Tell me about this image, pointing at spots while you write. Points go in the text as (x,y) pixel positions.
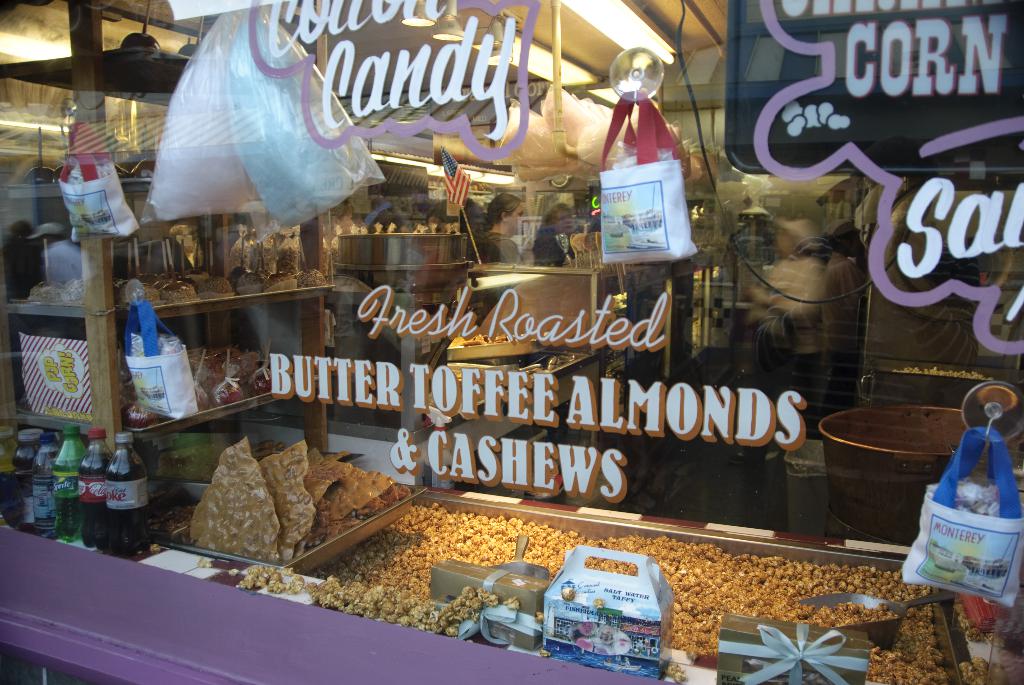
In this image we can see the glass (536,273) with names (385,55), through the glass (537,292) we can see the racks (312,310), in that there are some few items (284,288) and there are covers (73,390), bags (147,346), bottles (112,459), bowl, flag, box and a few objects (489,308). And at the top (641,29) there are lights (650,42).
